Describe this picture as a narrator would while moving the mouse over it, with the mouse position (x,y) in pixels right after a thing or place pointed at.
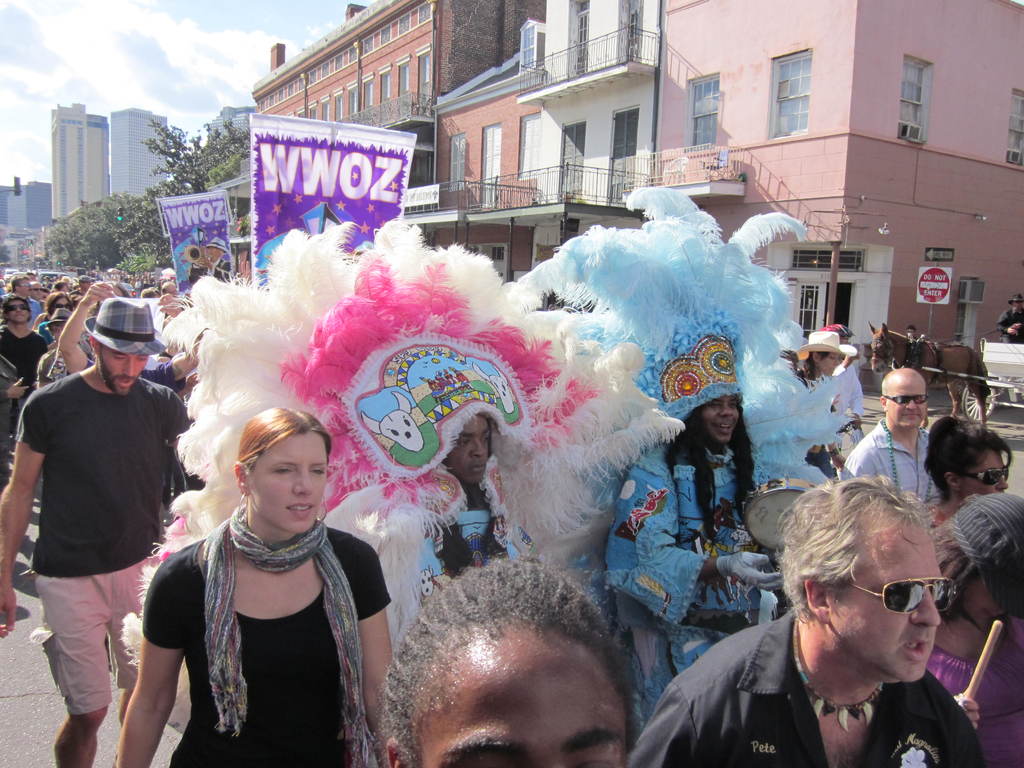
In this picture there are people (83,578) in the center of the image (374,264), by holding posters (252,197) in their hands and some of them are wearing costumes (546,445) and there are buildings (516,128) and trees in the background area of the image (964,243), it seems to be a march.
